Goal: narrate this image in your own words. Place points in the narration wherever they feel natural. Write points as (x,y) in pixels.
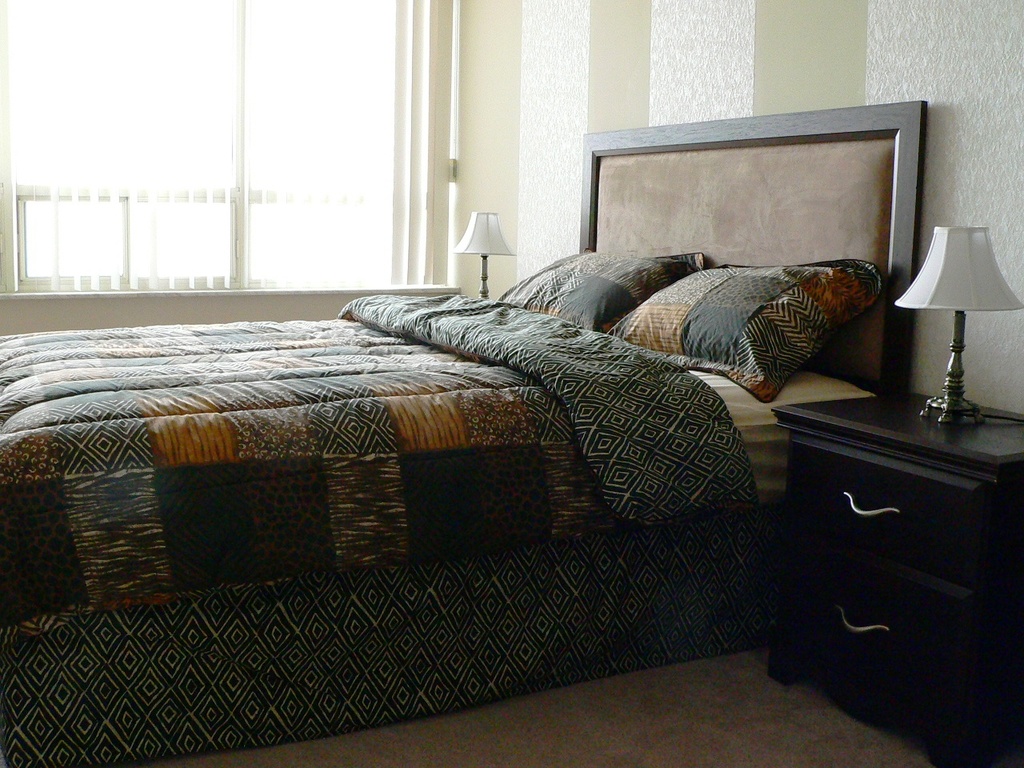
in the picture we can see a bed (467,333) near to the bed (564,399) we can see a table (896,532) on the table (901,468) we can see a table lamp (957,260).
